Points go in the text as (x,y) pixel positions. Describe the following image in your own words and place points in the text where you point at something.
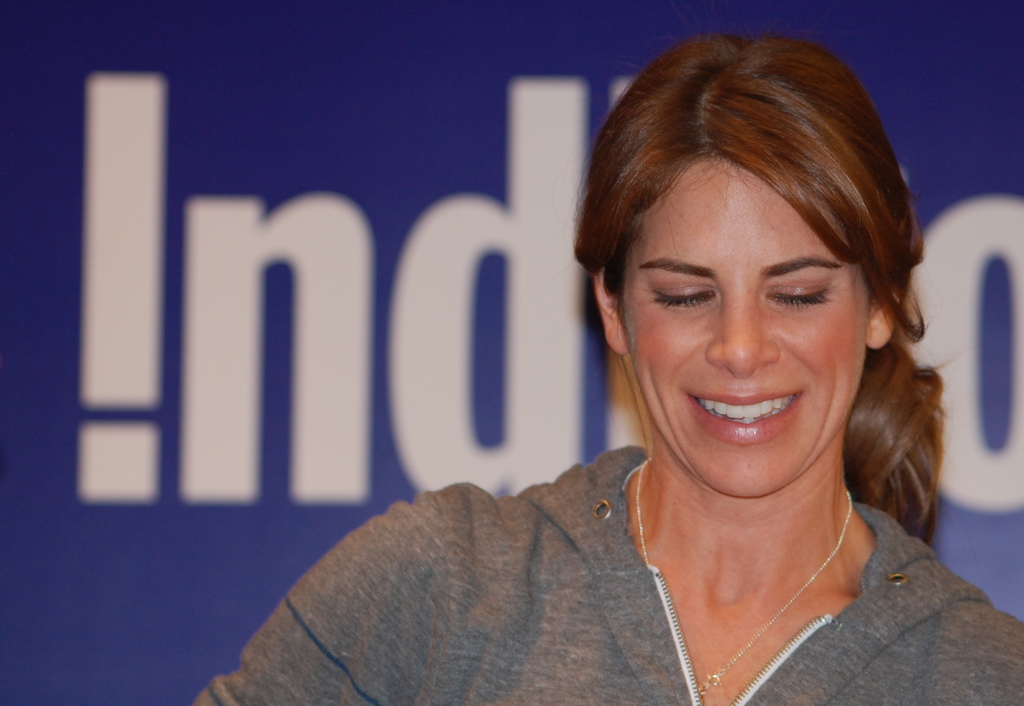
In this image we can see a woman (689,129) with brown hair (884,296) is wearing a grey jacket (558,655).
